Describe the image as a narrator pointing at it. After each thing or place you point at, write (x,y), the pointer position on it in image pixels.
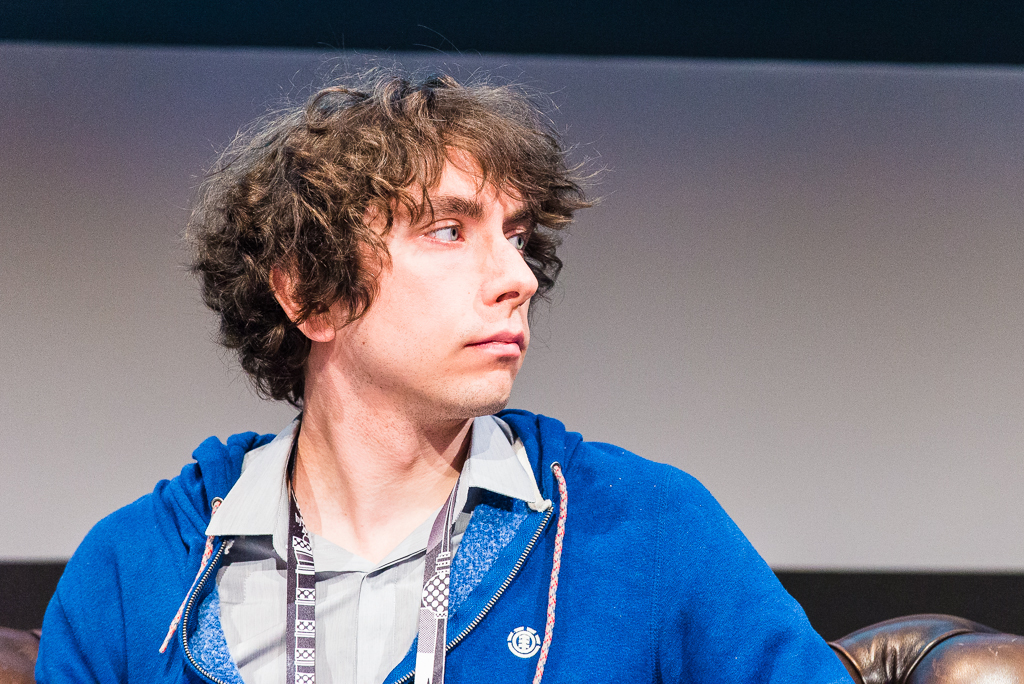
In the picture we can see a man (692,538) sitting on a black color sofa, chair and he is wearing a blue color hoodie (166,548) and gray color T-shirt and a tag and he is looking for a side and in the background (1018,545) we can see a wall (737,349) which is white in color.
